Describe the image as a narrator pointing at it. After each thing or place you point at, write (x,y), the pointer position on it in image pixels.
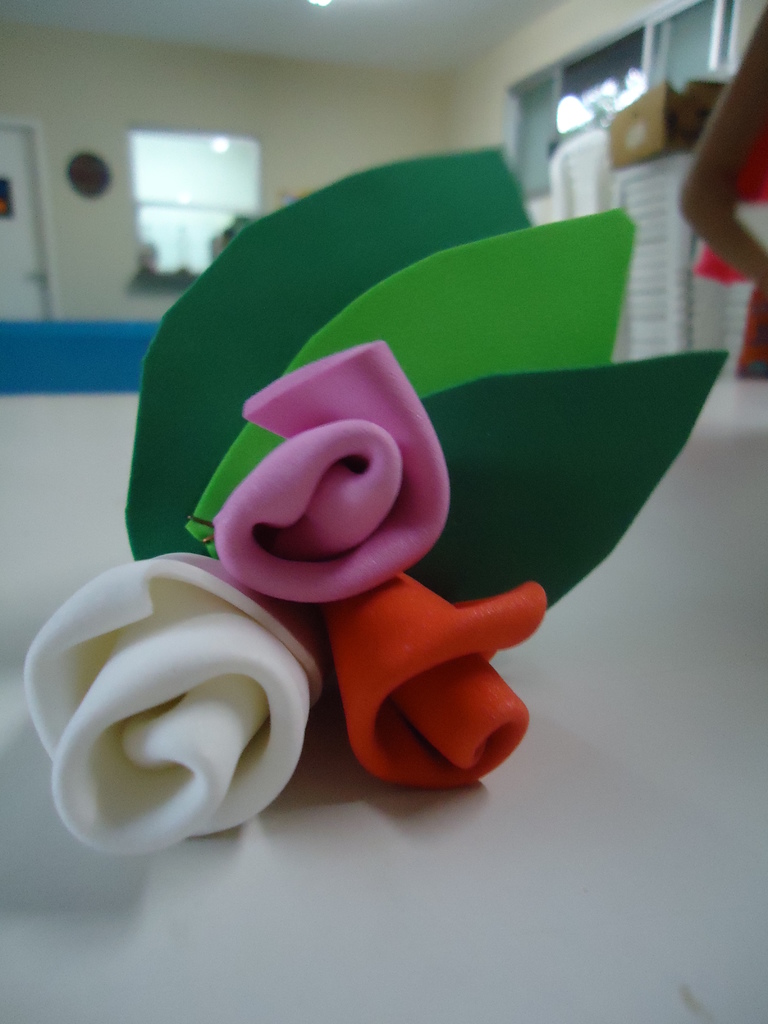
In the center of the image (427,541) we can see the flowers (315,522) and leaves (484,376) which are made with foam sheet (374,611) are present on the surface (618,721). In the background of the image (26,259) we can see the wall (56,160), door (7,245), windows (532,118), board (89,179), chairs (581,144), box (632,140) and a person (720,165). At the top of the image (385,65) we can see the ceiling (365,31) and light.
